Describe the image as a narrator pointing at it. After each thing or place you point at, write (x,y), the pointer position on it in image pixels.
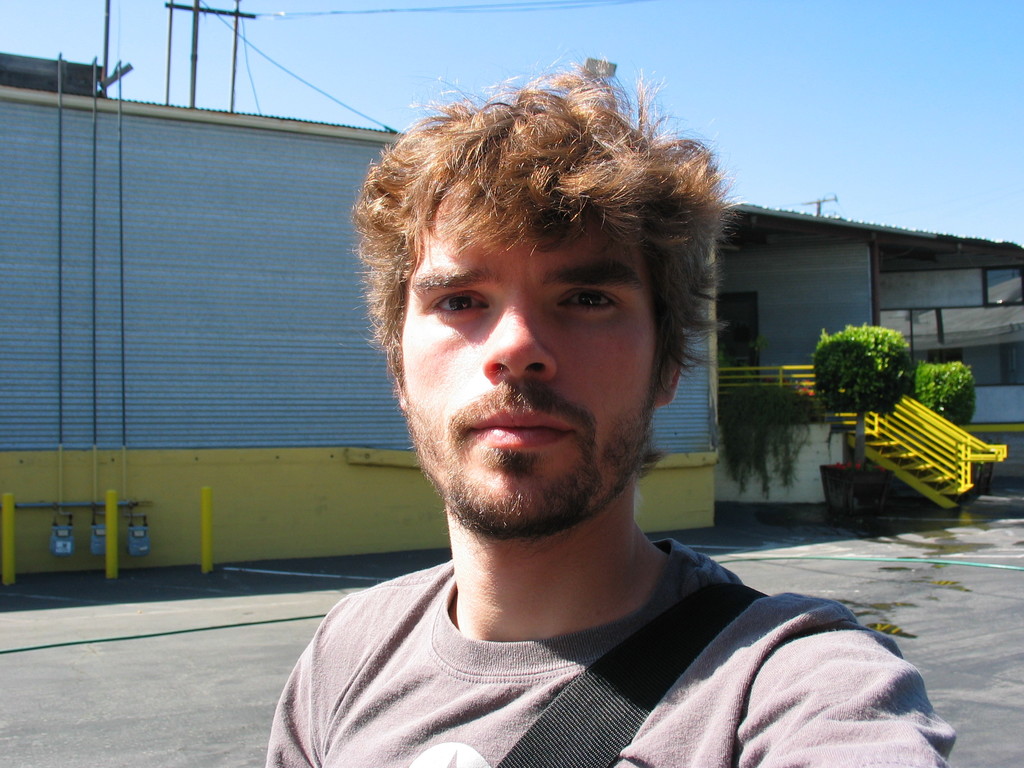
In this image we can see a person (572,475) standing on the road (968,651) and we can also see railing (911,425), planter (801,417), poles (9,541) and sky (671,70).
